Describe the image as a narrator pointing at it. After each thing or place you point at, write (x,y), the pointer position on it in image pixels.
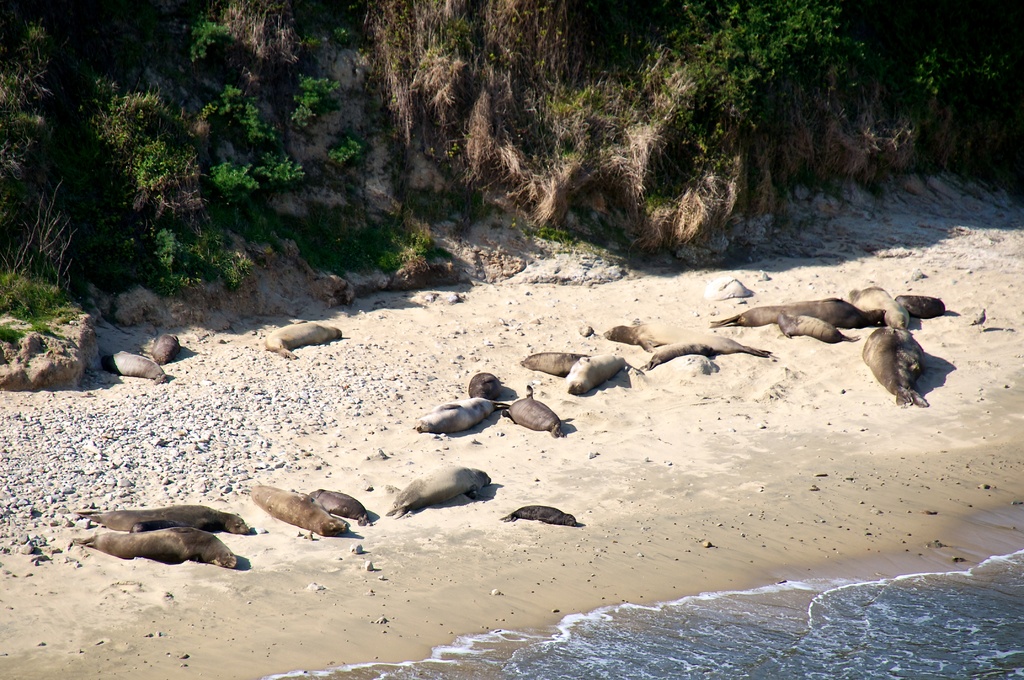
In this picture we can see seals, sand (710,447), stones (194,466) and water (900,602). In the background of the image (455,129) we can see grass (392,105) and leaves (753,17).
